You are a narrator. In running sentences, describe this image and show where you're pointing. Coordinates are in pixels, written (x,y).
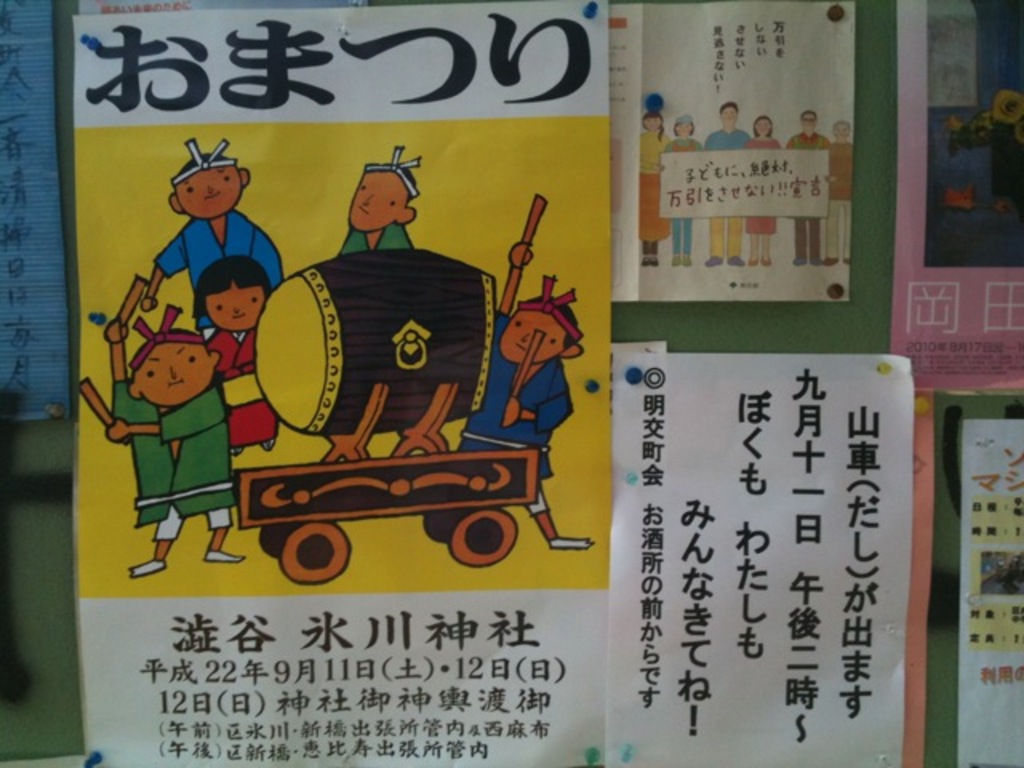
In this picture there are different types of posters (480,229) on the notice board (24,488) in the image.
